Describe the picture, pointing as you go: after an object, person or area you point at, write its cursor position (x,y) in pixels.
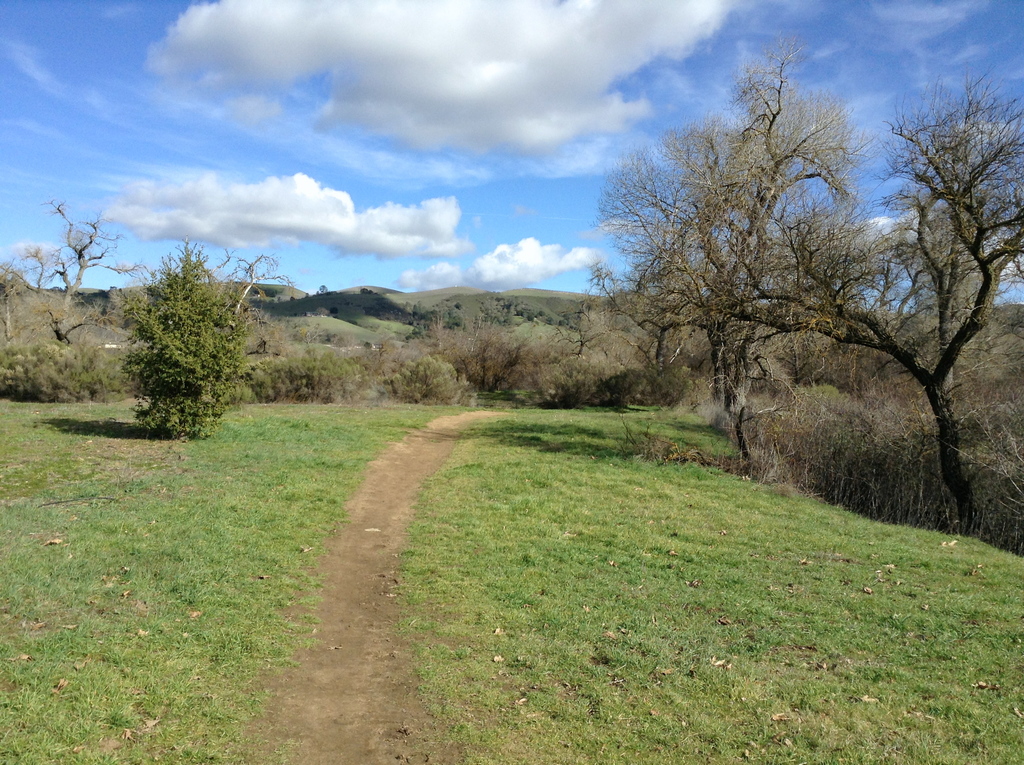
In this picture we can see the grass (62,731), path (400,520), trees (257,327), mountains (379,339) and in the background (894,296) we can see the sky (522,101) with clouds (487,107).
